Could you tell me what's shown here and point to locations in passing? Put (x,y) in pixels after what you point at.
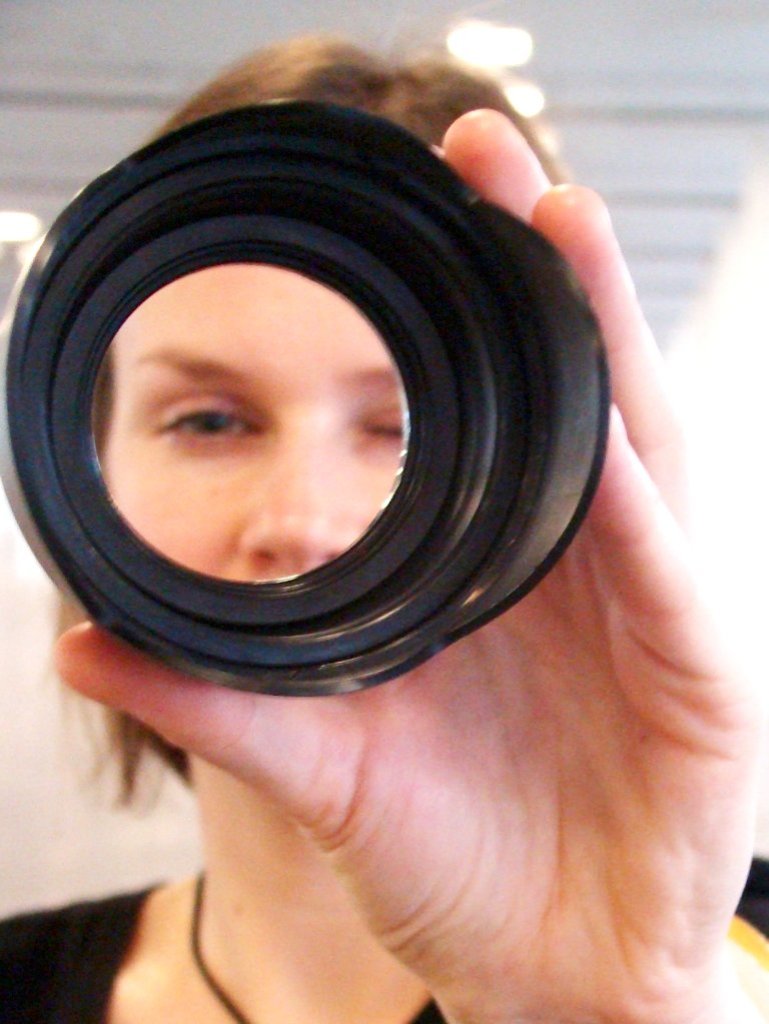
In this image we can see a lady (469,771) holding a black color object (458,430). In the background (715,454) it is blur.
